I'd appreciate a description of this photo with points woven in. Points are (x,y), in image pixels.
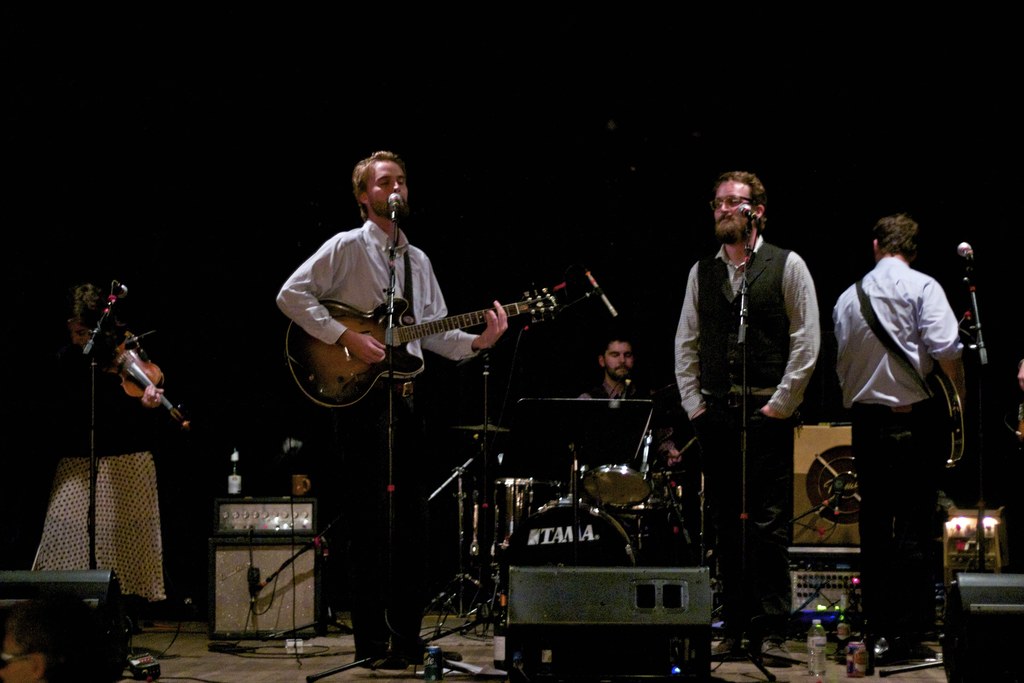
In this image I see few people (369,171) on the stage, in which few of them (88,303) are with the musical instruments (1017,432) and 4 of them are in front of the mic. In the background (562,530) I can see few equipment (263,640).
